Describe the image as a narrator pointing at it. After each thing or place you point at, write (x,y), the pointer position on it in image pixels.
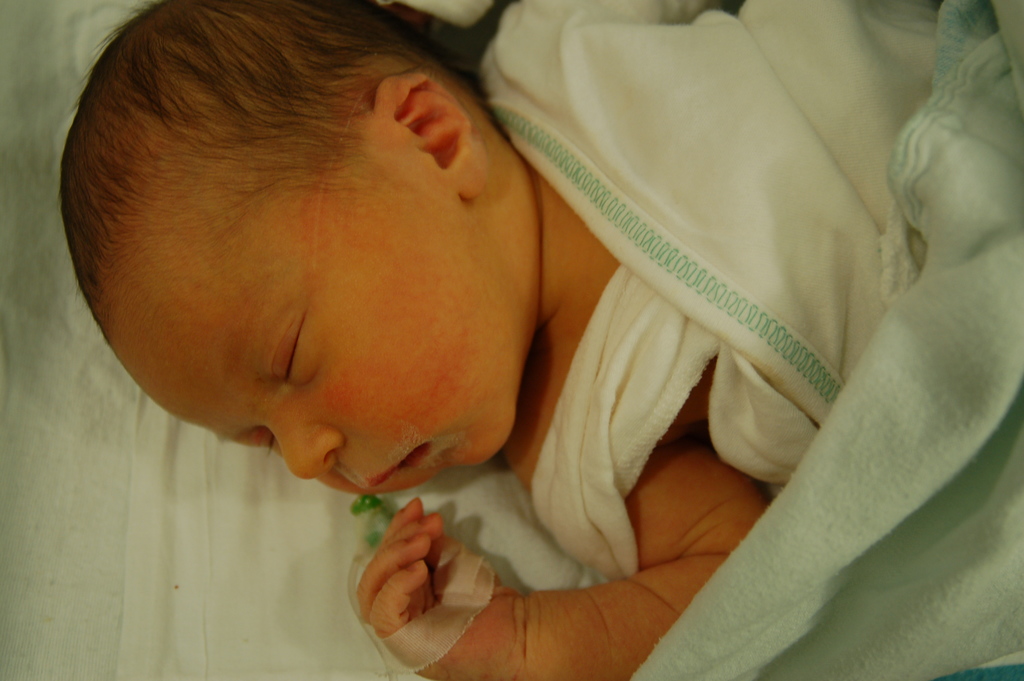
In this image I can see a baby (459,150) sleeping. I can also see a white color blanket (727,217).
